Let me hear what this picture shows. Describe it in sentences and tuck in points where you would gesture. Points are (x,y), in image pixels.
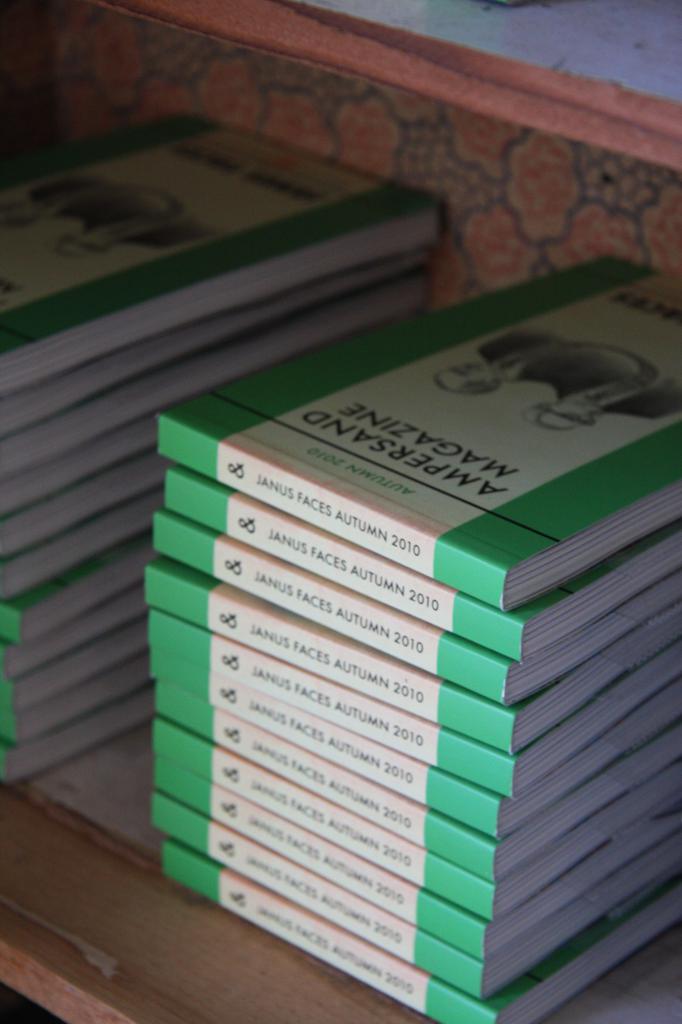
In this image, I can see the books (177,750) on a table (67,959). In the background (330,156), It looks like a cloth (582,167).
